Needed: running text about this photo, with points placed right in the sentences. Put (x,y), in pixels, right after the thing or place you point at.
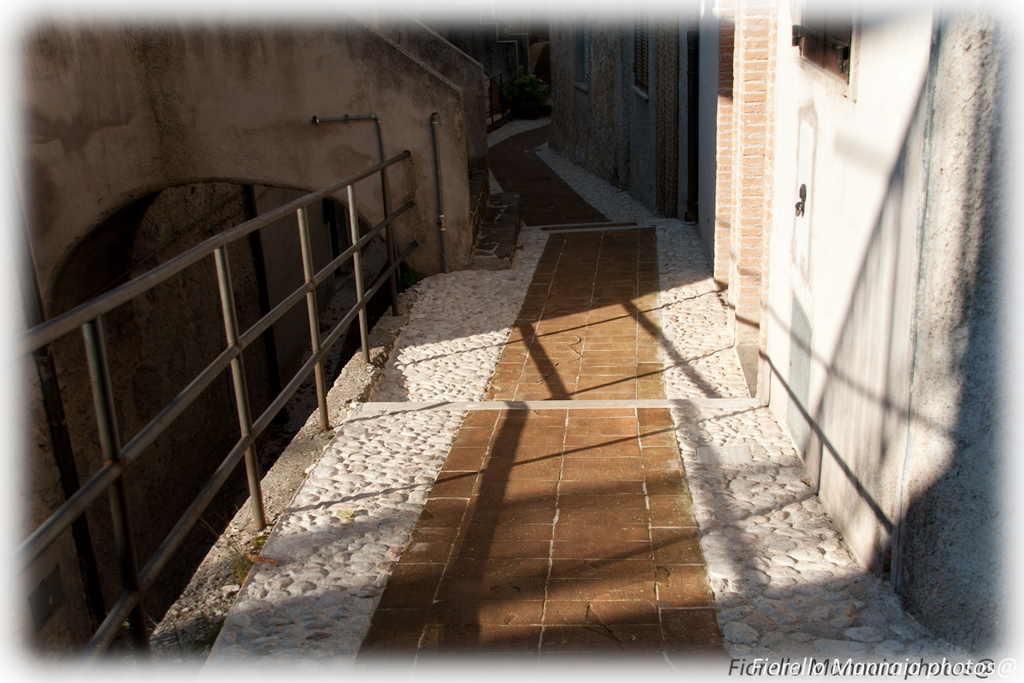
In this image there is a floor (532,325), on the left side (324,192) there is fencing (385,182), on the right side (861,301) there is a wall (632,87), to that wall (750,83) there are door (810,181), in the bottom right (810,662) there is text (955,669).
